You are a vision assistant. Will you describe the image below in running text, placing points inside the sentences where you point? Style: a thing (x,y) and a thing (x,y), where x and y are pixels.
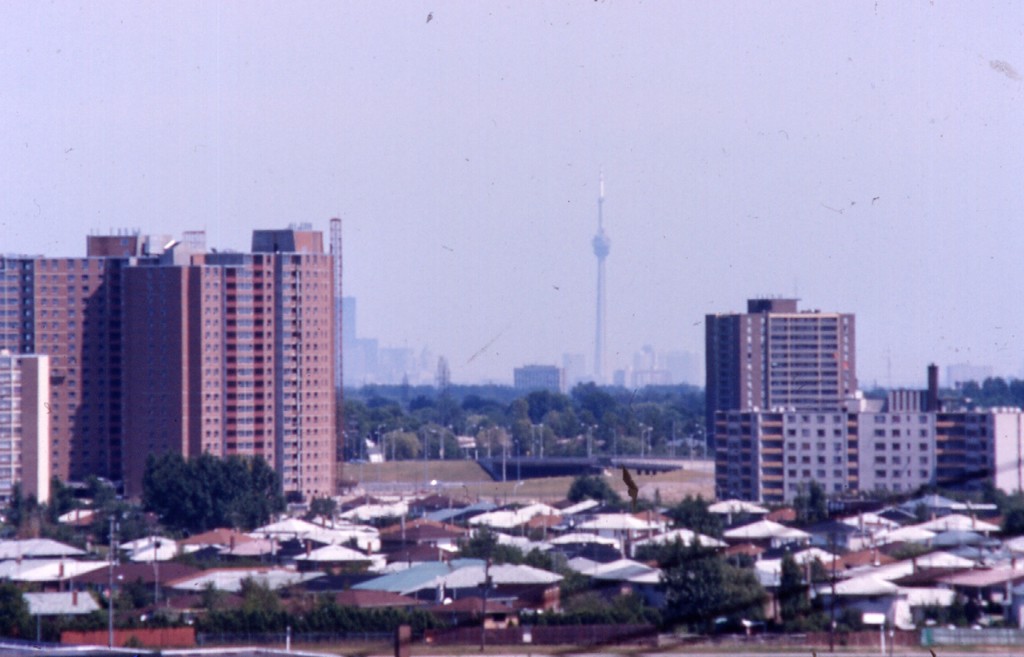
In the center of the image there are houses (866,518), buildings (239,297). In the background of the image (643,412) there are trees (588,398). There is a tower (600,382). At the top of the image (568,63) there is sky (446,73).
